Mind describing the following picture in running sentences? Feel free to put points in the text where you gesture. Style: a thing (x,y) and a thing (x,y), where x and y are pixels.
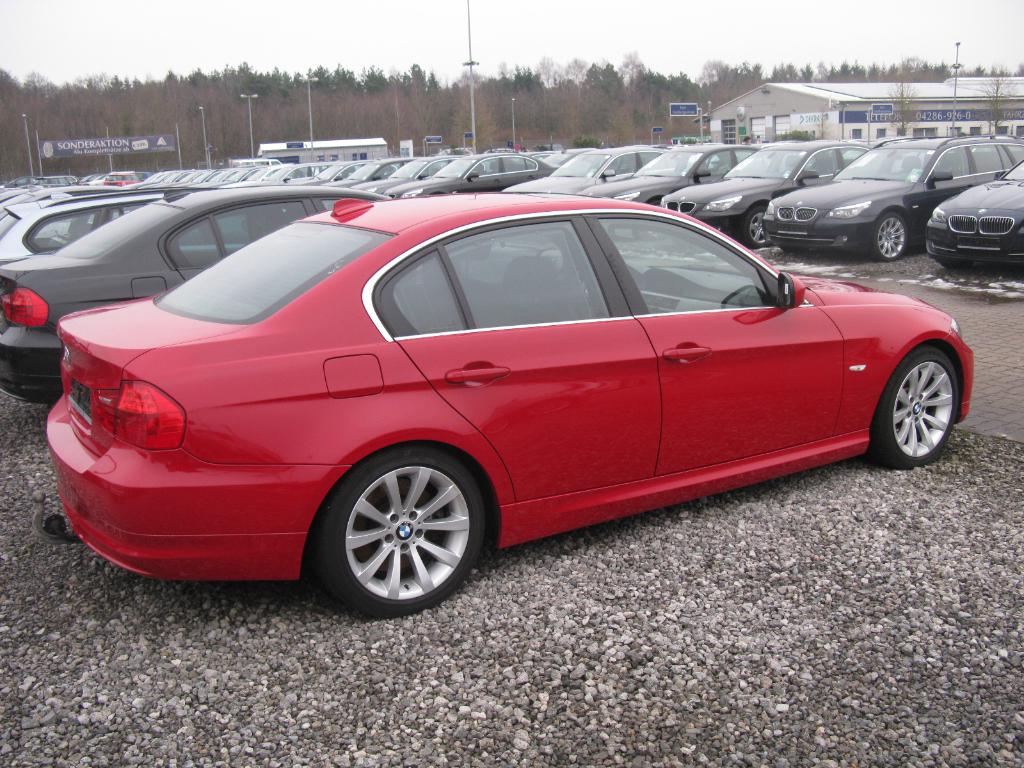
In this picture we can see some vehicles (519,317) parked. Behind the vehicles (355,222) there are poles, boards (891,116), a building (760,115), trees (327,78) and the sky (483,56).
